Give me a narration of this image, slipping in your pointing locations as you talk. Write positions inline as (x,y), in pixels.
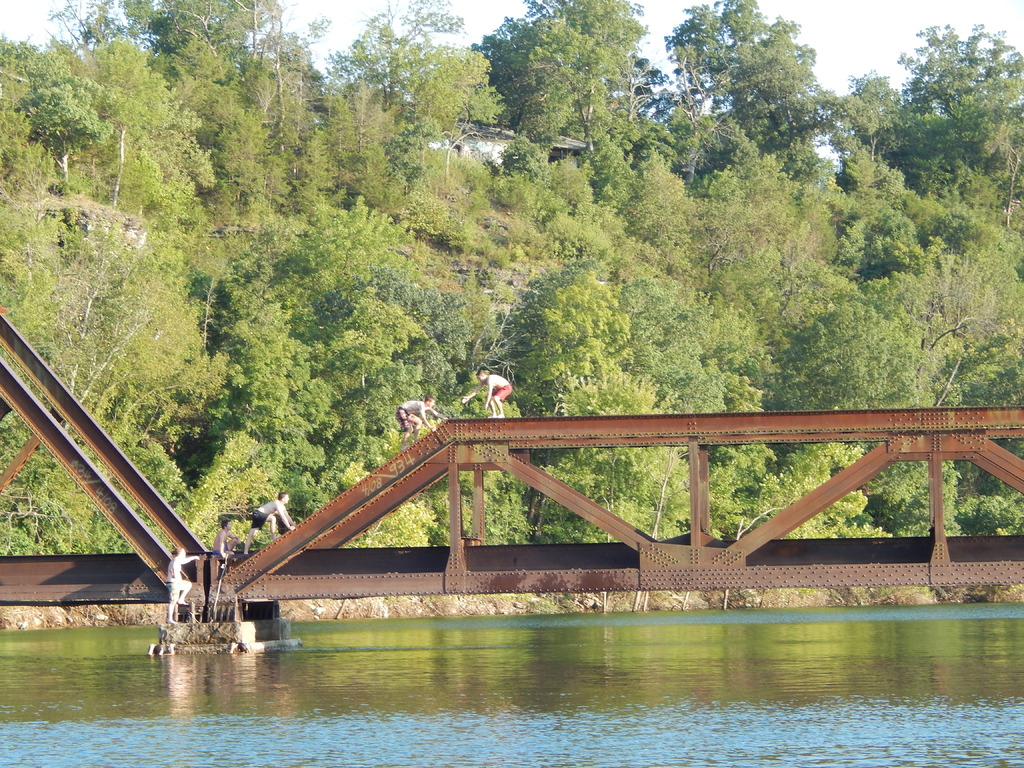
In this image we can see sky (318,45), building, trees (309,218), persons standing on the bridge (205,601) and climbing bridge (314,528) from the water (811,666).
